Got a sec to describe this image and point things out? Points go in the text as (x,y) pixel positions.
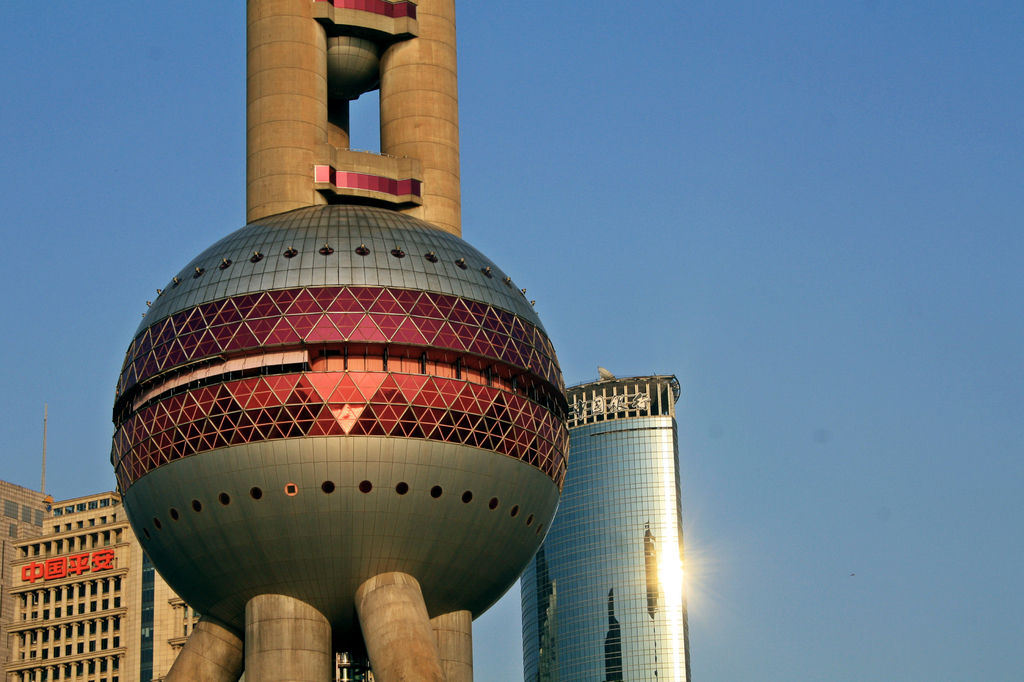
In this picture we can see ball shaped building (393,287). Beside that we can see buildings (5,587) and skyscraper (619,600). In the bottom right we can see the sun (677,588) in the reflection (684,564). At the top (737,52) there is a sky (668,58). On the left (43,454) there is a tower (43,470) at the top of the building (9,493).
